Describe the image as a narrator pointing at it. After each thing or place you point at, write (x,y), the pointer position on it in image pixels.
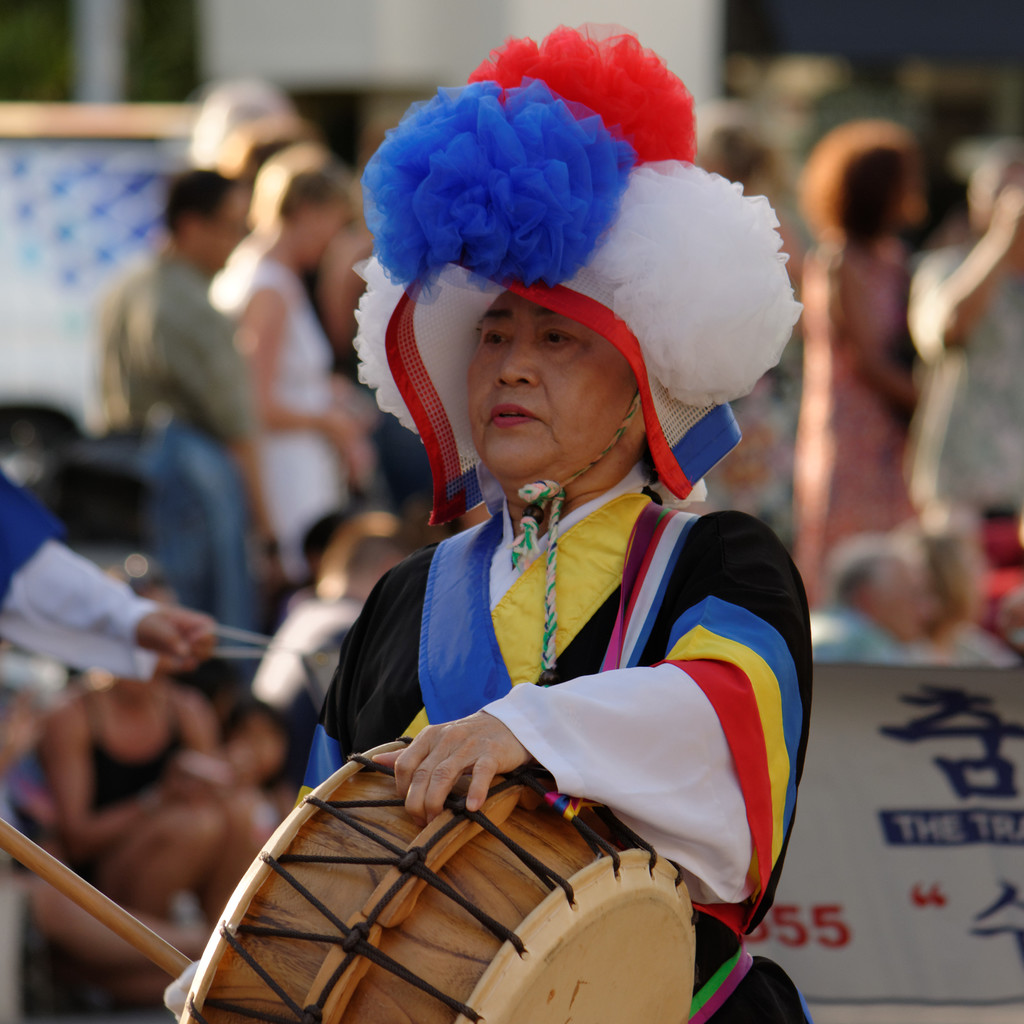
The picture is taken outside of the building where one woman (456,596) is standing and wearing a costume (439,570) and a big hat (397,168) with colours and holding a drums (387,899) and sticks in her hands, behind her there a people (930,293) standing and sitting.
